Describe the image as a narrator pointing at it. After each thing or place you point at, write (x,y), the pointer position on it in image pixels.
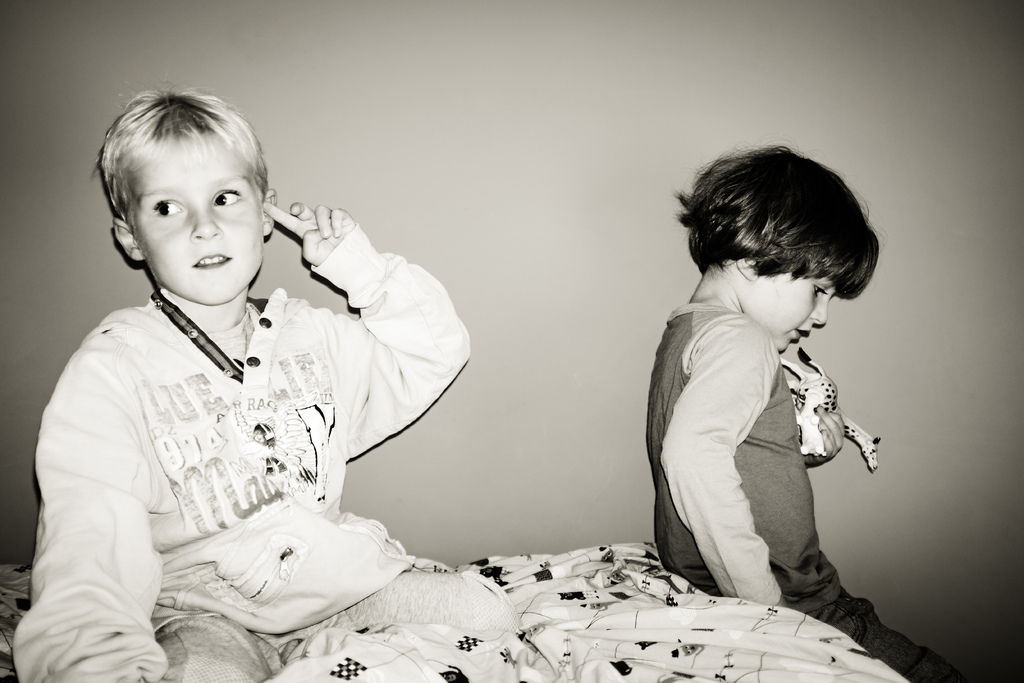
In this picture I see 2 children (318,324) who are sitting and I see that this child (678,449) is holding a thing (827,378) and in the background (486,510) I see the wall (570,542) and I see that this is a white and black image.
